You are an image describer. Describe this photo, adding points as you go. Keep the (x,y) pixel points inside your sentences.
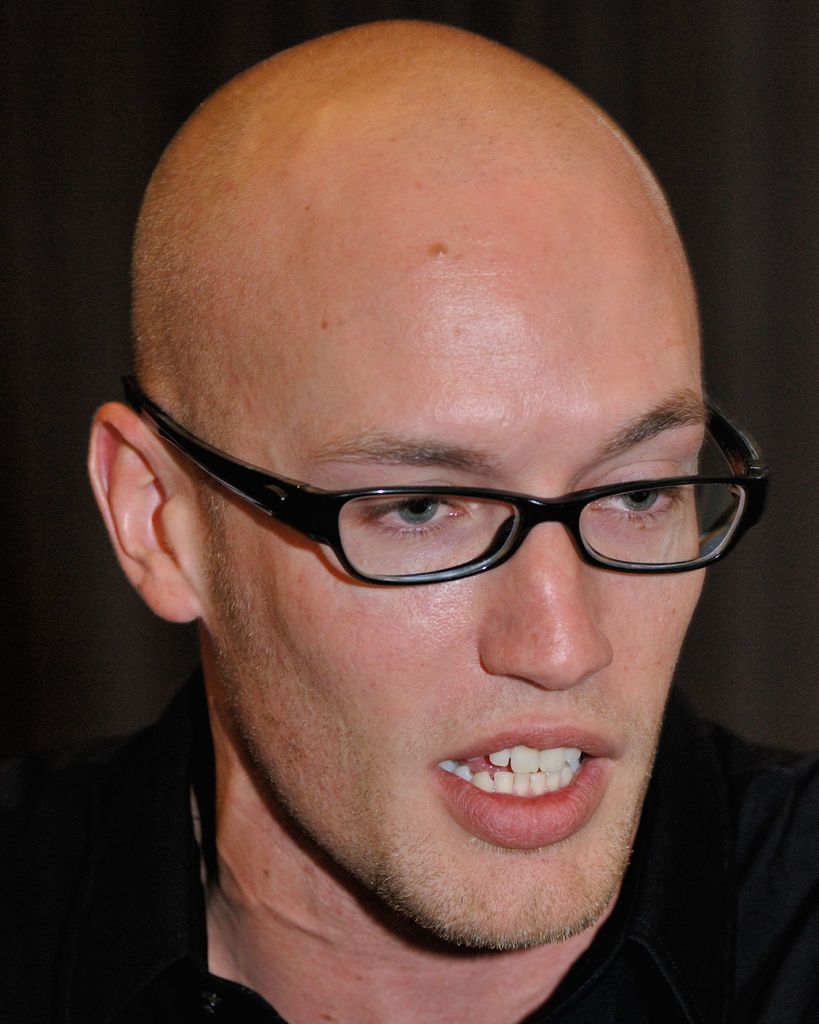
Here, we can see a man (128,978), he is wearing specs (286,498) and there is a dark background (804,111).
